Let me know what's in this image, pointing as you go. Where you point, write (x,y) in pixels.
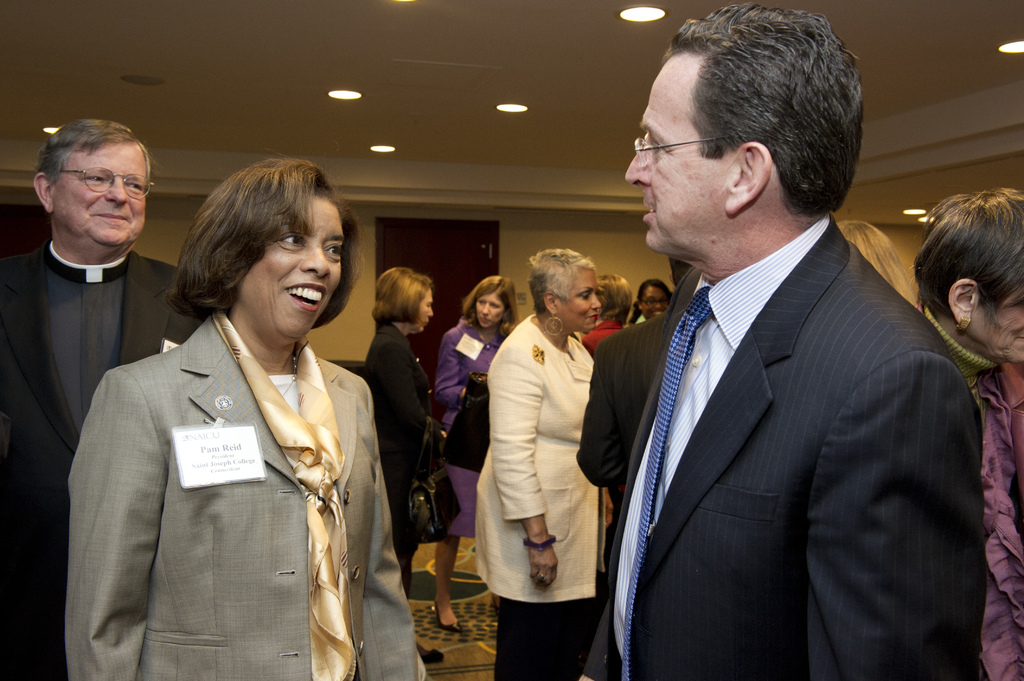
In this picture I can see some people (395,473) are standing and talking each other.
